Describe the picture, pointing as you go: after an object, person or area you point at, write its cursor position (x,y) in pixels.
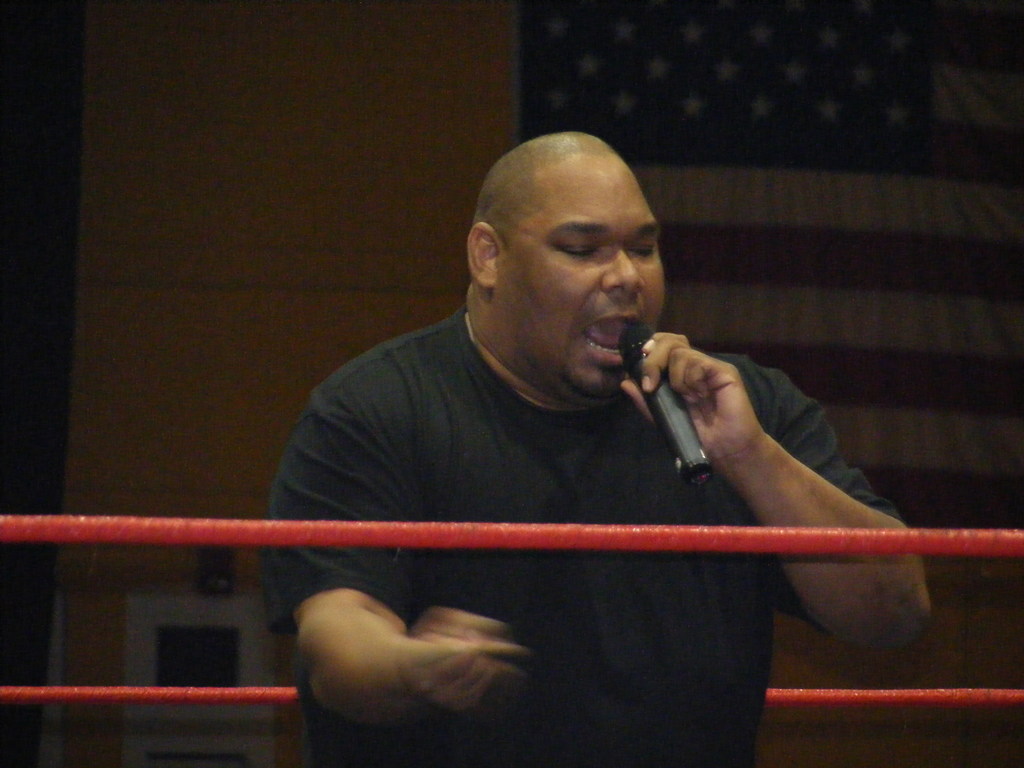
In this picture there is a person (494,236) with black t-shirt (585,573) is holding the microphone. In the foreground (494,529) and at the back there is a rope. At the back (816,144) there is a flag (584,57) and there might be framed on the wall (196,508).
